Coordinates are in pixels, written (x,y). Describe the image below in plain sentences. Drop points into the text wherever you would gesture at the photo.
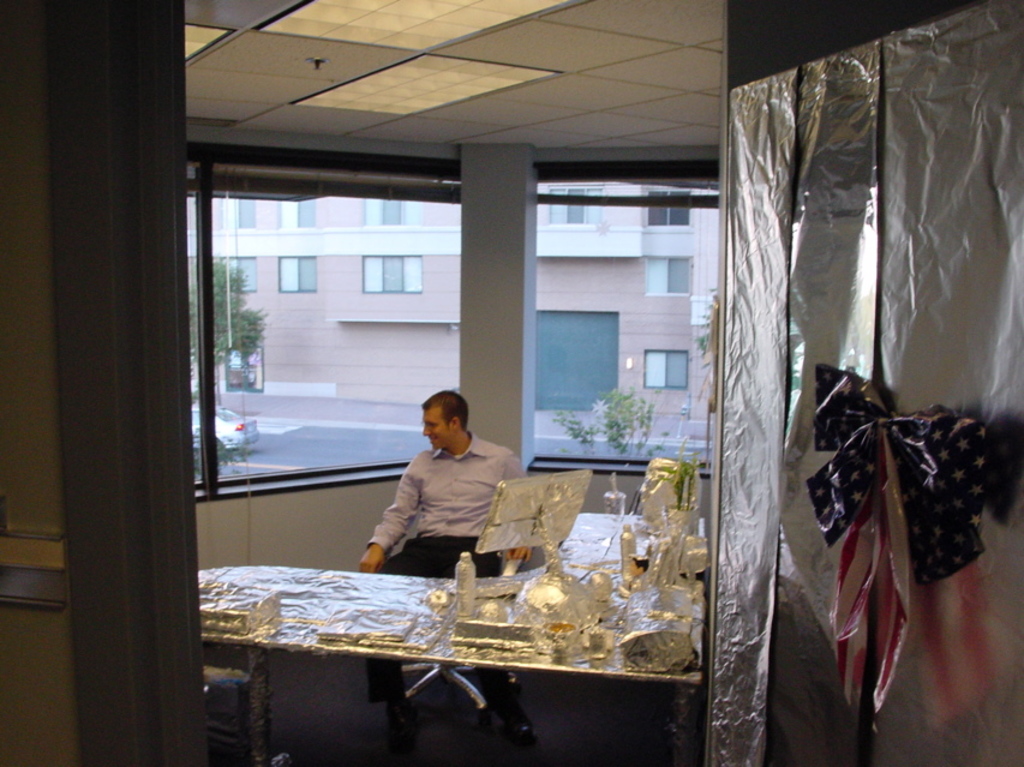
In this image I can see a person (454,412) in side of the building (603,158), in front of the person (458,551) I can see the table (534,654) covered with silver paper (571,603) and also a door (804,329) covered with silver paper (831,245), behind I can see a glass window (281,394).
